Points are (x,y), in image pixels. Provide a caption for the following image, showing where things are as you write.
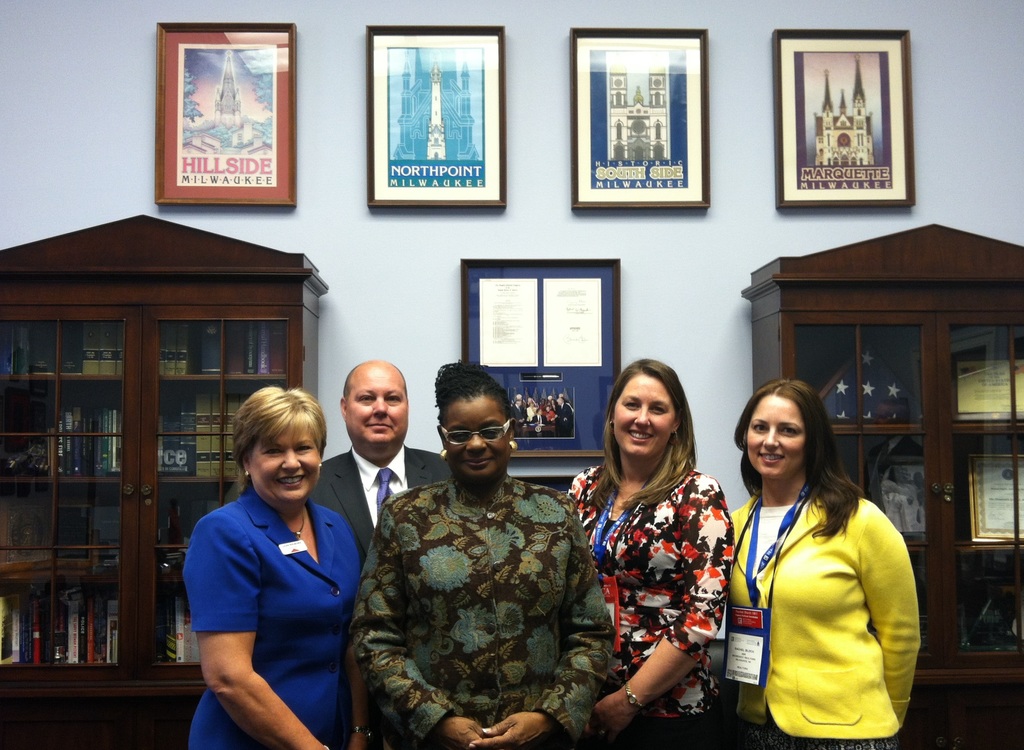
This image consists of cupboards (116,271). There are photo frames (627,126) at the top (476,137). There are some persons (506,538) standing in the middle (385,392). Four (584,668) are women (324,573), one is a man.
